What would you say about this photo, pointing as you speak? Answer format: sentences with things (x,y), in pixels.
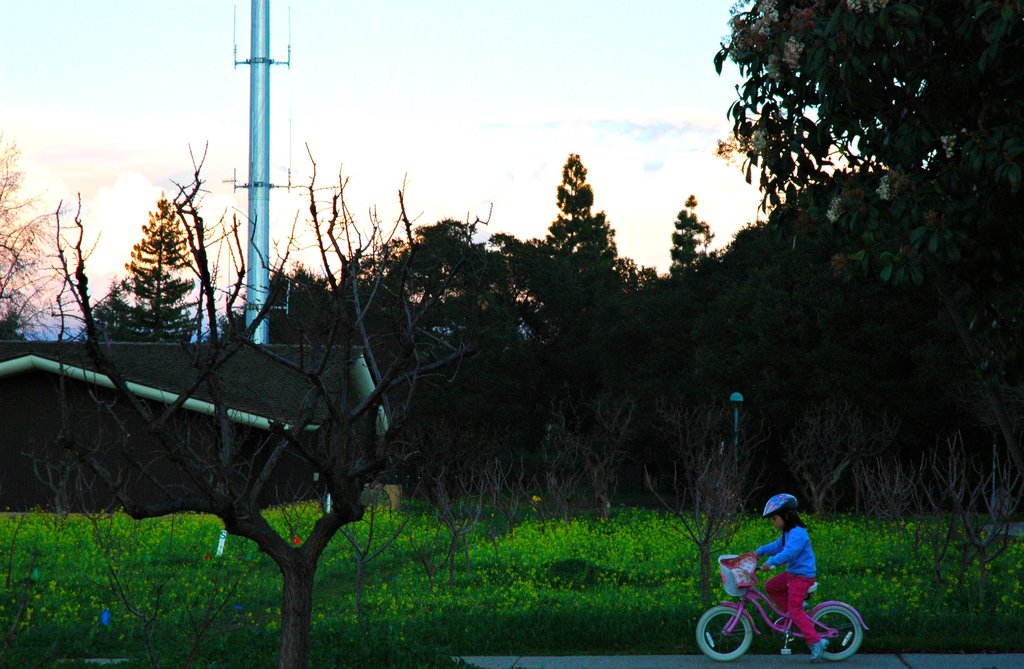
In this image in front (796,603) there is a girl (804,548) cycling on the road (649,660). Behind her there are plants (519,521). In the background of the image (568,392) there are trees (502,311), pole (261,306) and sky (492,87).
